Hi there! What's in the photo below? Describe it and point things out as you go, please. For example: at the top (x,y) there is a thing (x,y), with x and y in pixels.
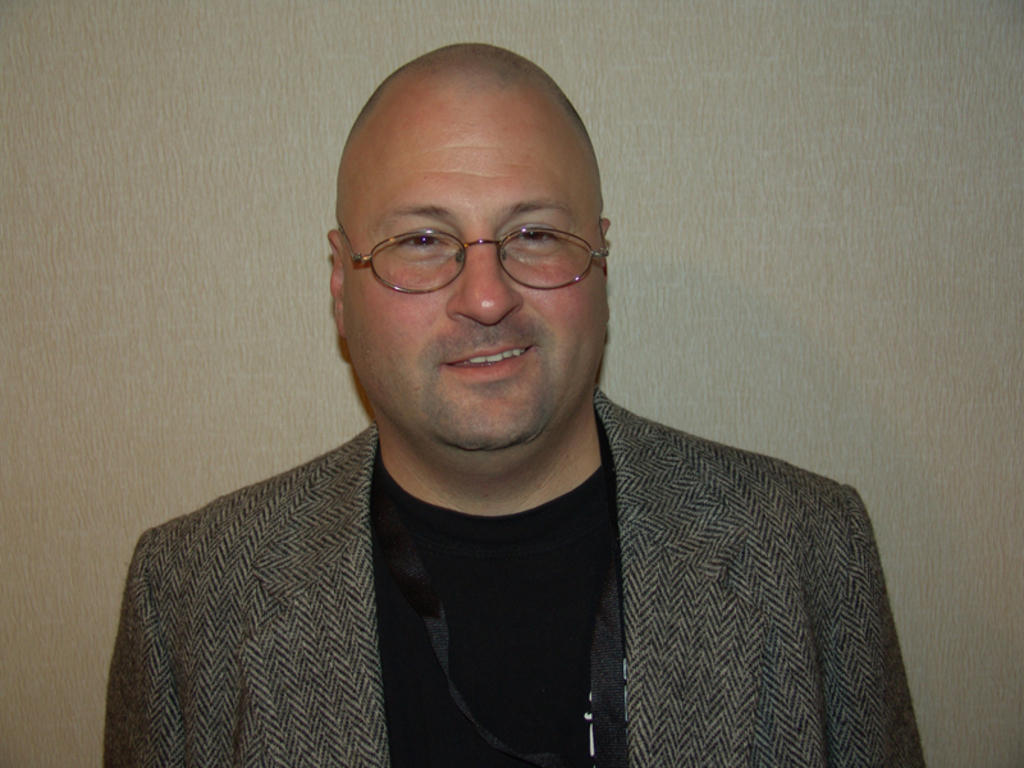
In this picture there is a man (421,482) who is wearing black t-shirt (585,524), grey blazer (708,589). He is standing near to the wall (819,314).
